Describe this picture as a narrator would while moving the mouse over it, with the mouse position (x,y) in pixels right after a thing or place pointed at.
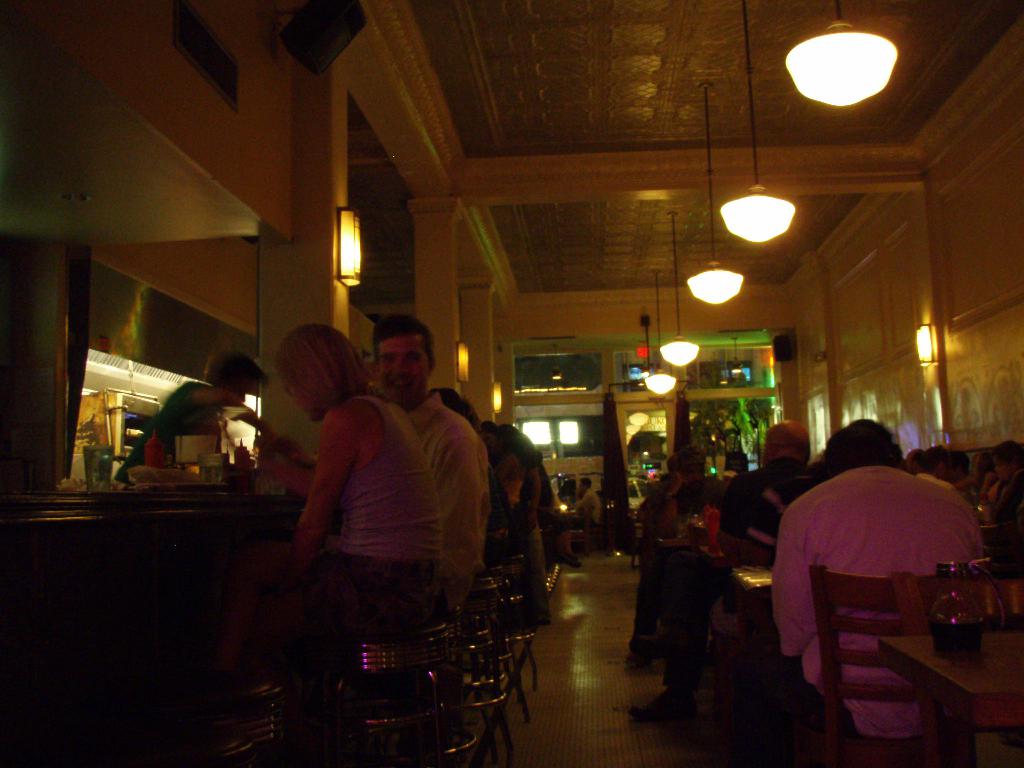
In this image we can see some group of persons (473,515) who are sitting on the chairs (596,541) around table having some food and drinks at the left side of the image (180,404) there is person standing behind the counter (206,514) and supplying drinks (105,475) and at the background of the image (624,410) there are some lights (666,387) and door (627,437).
